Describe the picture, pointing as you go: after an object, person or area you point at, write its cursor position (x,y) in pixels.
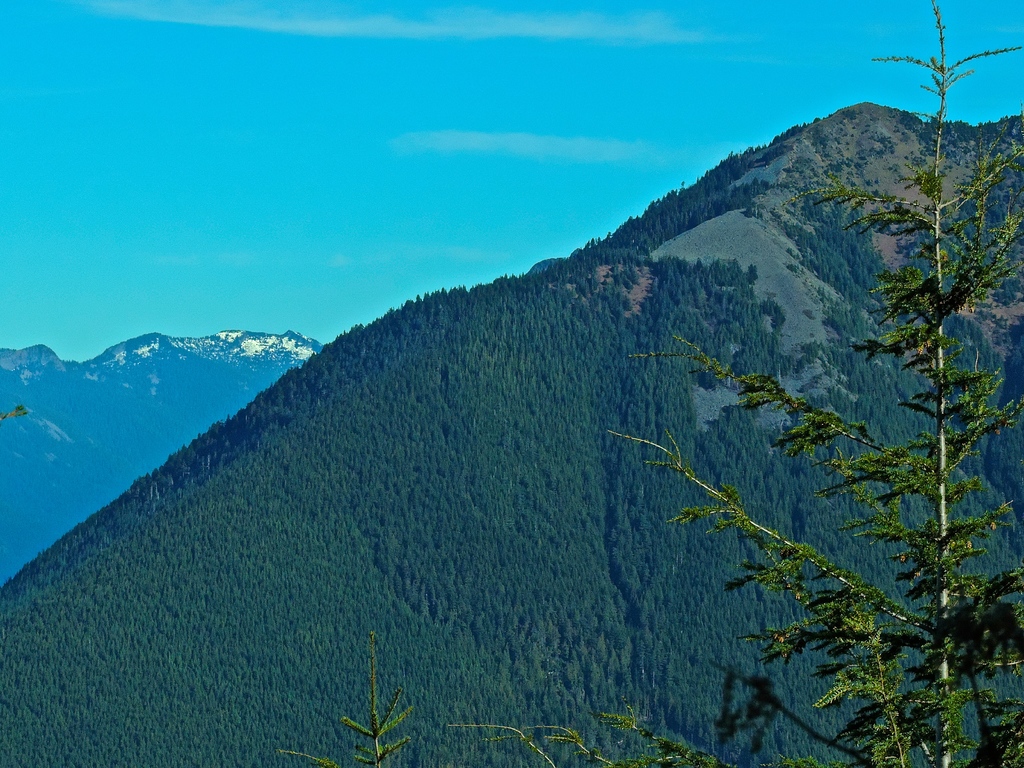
Here in this picture we can see mountains (304,411) that are covered with grass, plants (534,392) and trees (392,406) and in the far some mountains (249,367) are covered with snow (262,352) and we can see clouds (481,36) in the sky (389,126) and in the front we can see a tree (941,332) present.
